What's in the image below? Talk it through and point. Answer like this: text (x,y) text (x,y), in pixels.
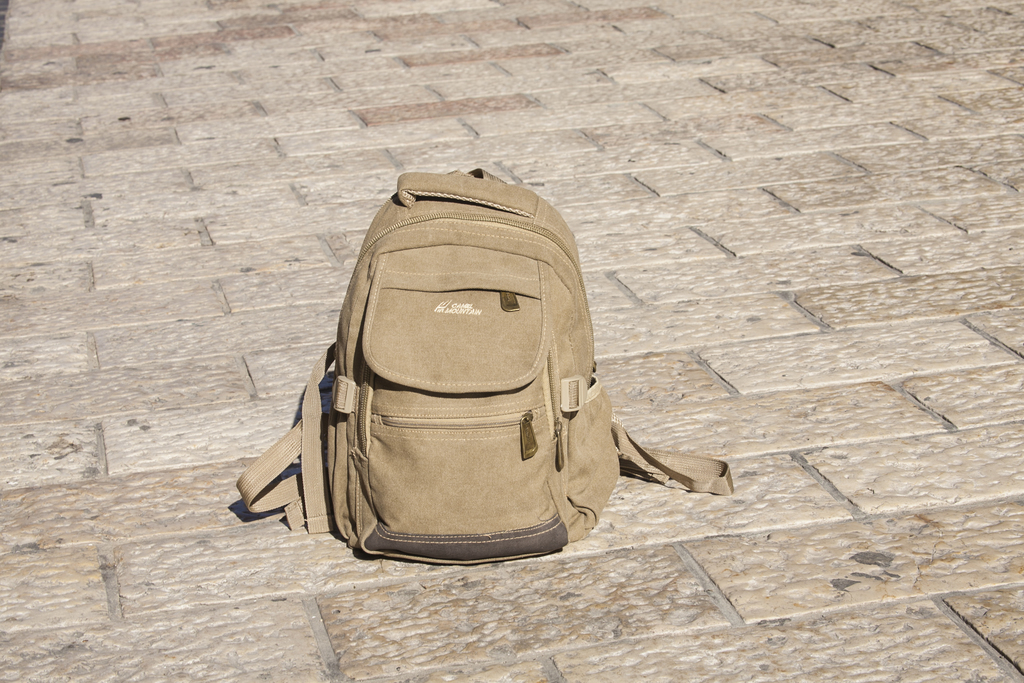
This is a backpack bag (492,358) placed on the floor (482,571). This bag (475,479) is light brown in color. It has three zips (519,415) which are used to open and close the bag (527,425). This is a handle (482,200) at the top of the bag (503,203).
